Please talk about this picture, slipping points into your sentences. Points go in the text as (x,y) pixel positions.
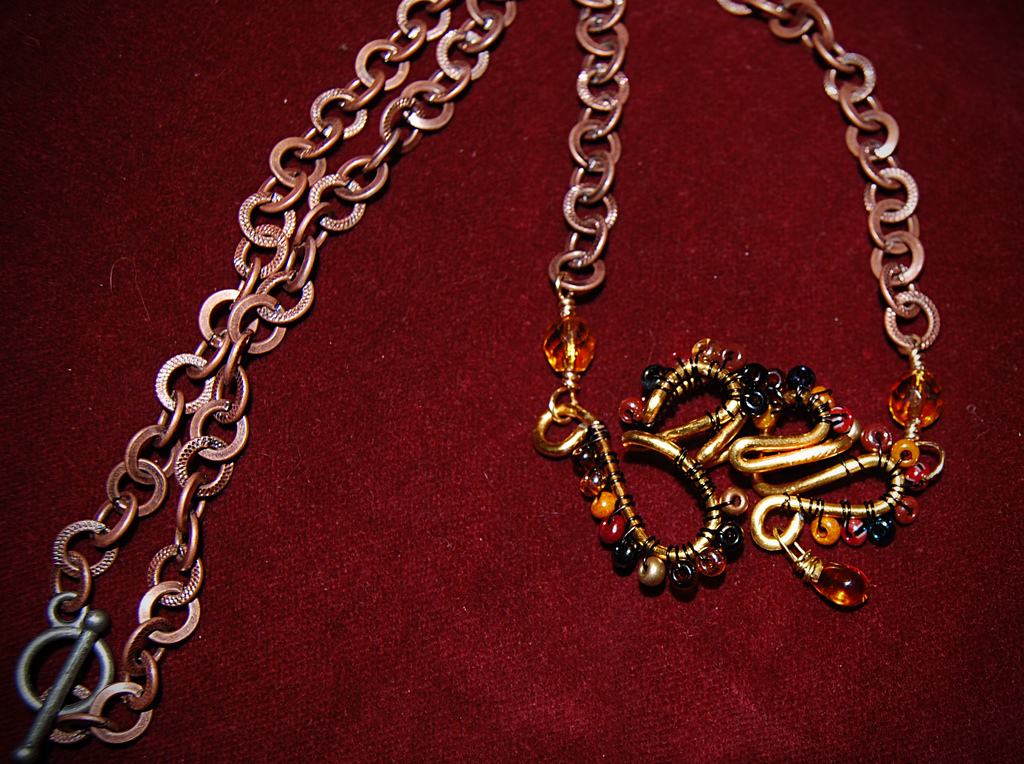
Here we can see a chain (580,350) on a platform (330,488).
